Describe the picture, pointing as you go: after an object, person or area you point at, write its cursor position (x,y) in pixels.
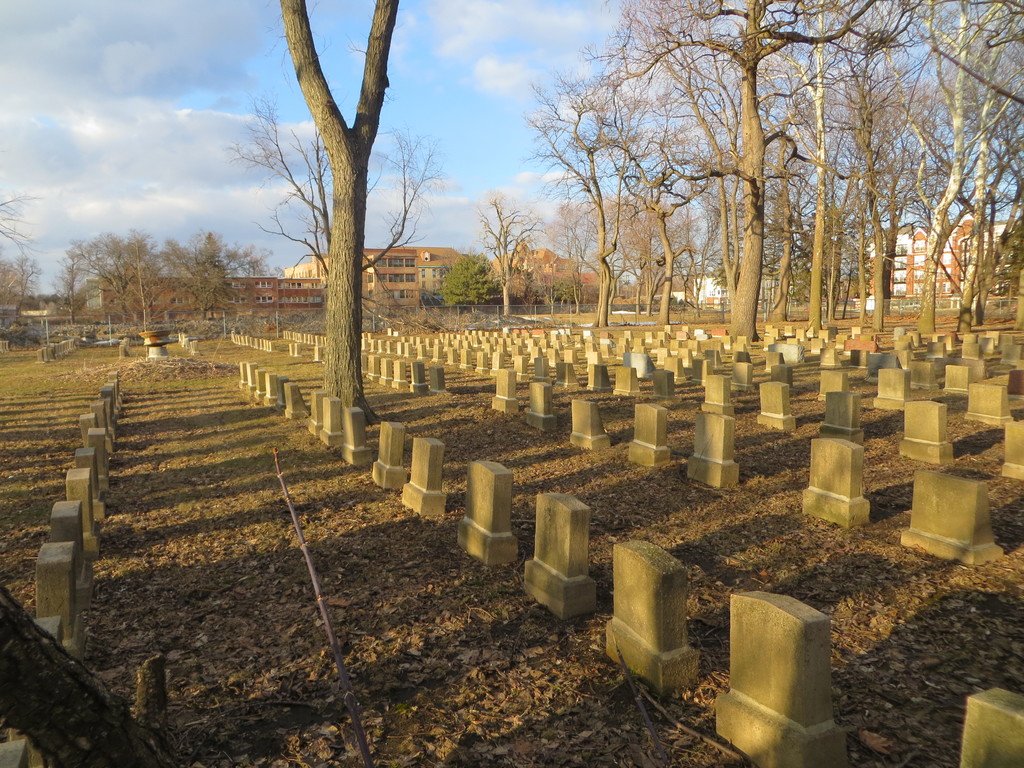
There are a lot of dry trees (675,237) and in between them there are plenty of headstones (648,542) and they are arranged in an order, behind the headstones (43,347) there are few buildings (369,294) and in the background (132,168) there is a sky (146,159).
